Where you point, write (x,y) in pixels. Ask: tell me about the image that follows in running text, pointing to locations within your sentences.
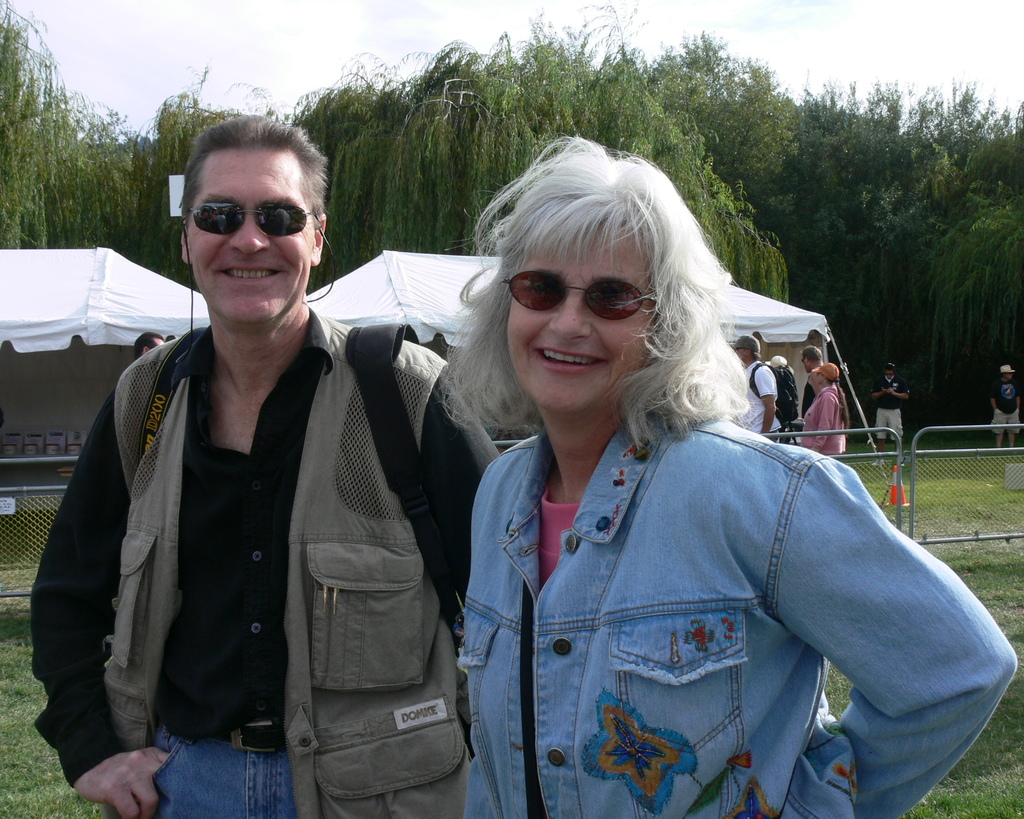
In this picture there are two people (647,604) standing and smiling and wore goggles (621,314) and we can see grass (987,592), behind these two people (976,640) we can see fence (913,449), people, traffic cone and tents (31,321). In the background of the image (453,111) we can see trees (797,144) and sky (870,72).
